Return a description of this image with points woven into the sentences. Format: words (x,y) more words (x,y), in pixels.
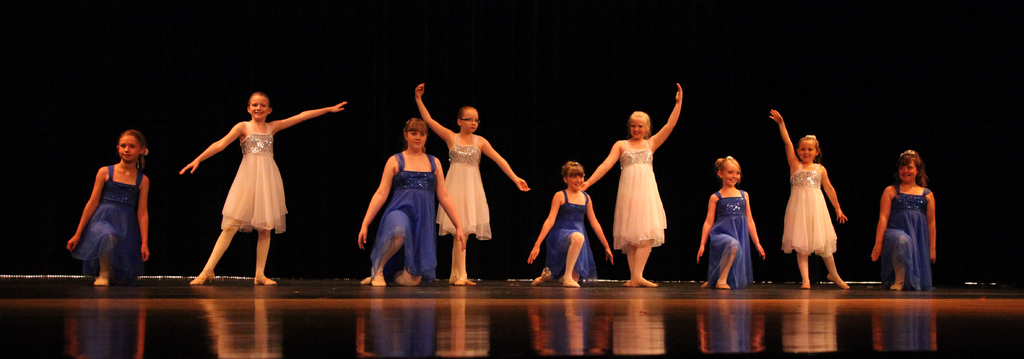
There are girls (478,162) in the foreground area of the image (385,179), it seems like they are dancing and the background (524,157) is black.
